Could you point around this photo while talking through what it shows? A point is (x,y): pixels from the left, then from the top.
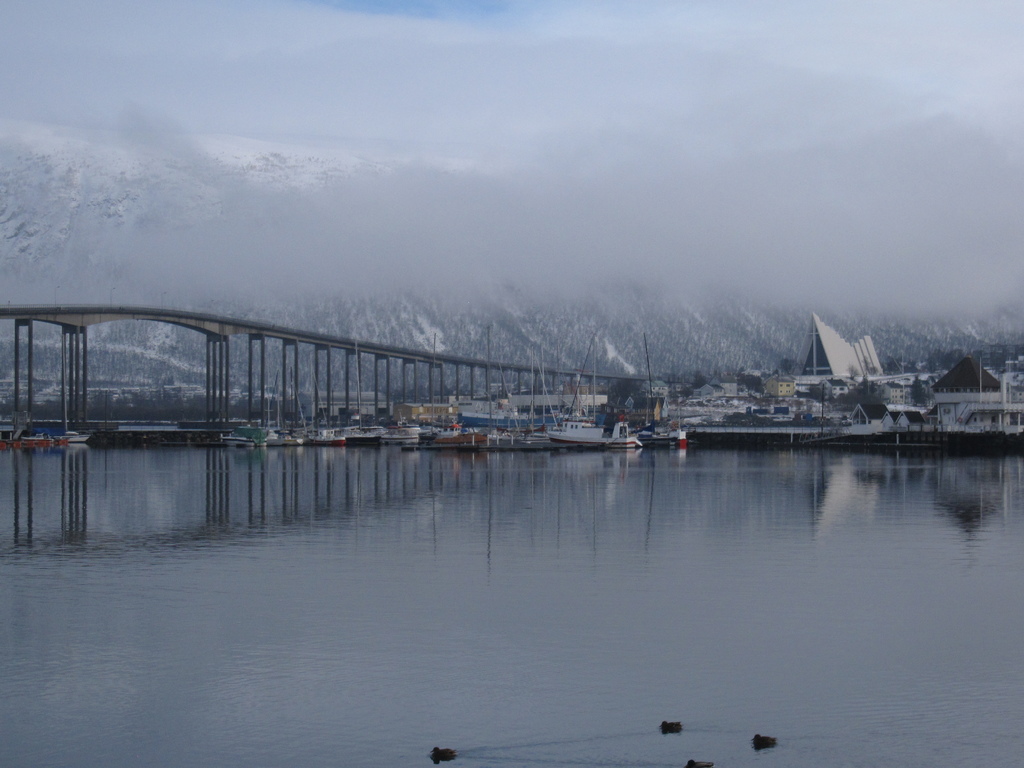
In this image I can see the water (517,601). In the back (657,440) there is a bridge (215,410) and I can see some boats (496,444) under the bridge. In the background (875,414) there are houses (863,406), mountains (518,322) and the sky (462,115).
